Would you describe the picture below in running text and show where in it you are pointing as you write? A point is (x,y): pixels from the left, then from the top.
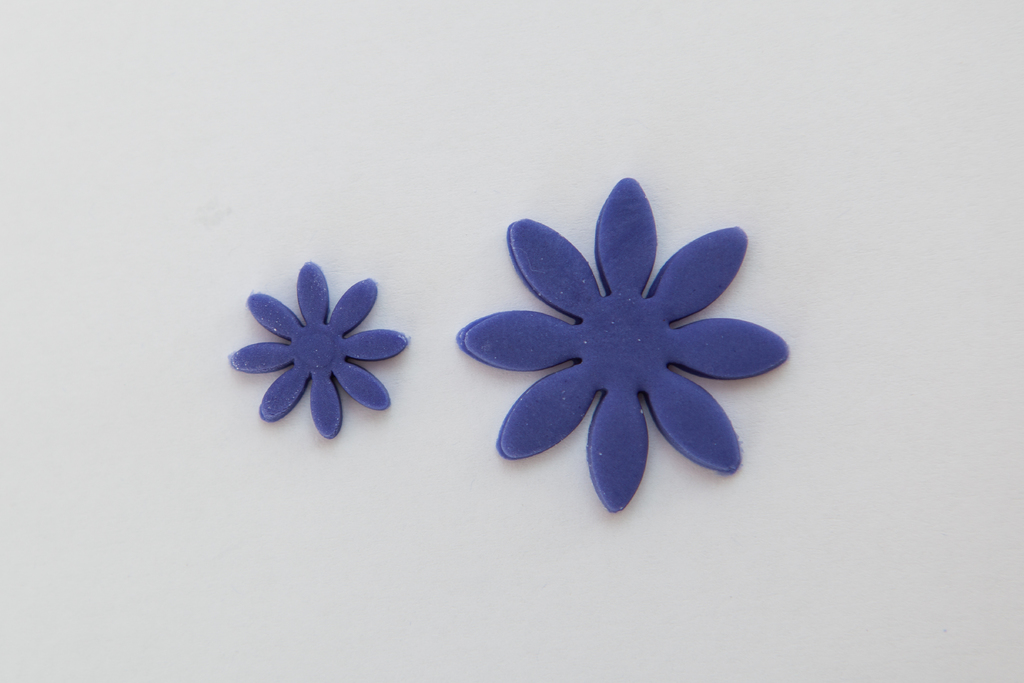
In this picture I can see two artificial flowers (647,315) on an object (416,332).
